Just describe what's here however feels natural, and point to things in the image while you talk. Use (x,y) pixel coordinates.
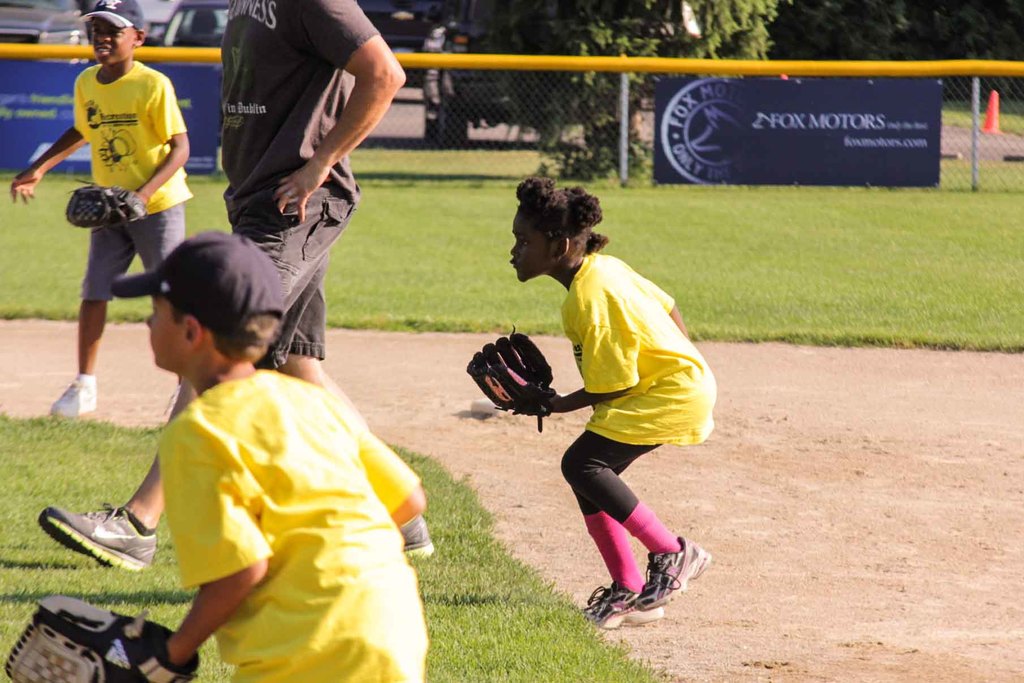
In this image in the front (207,268) there are persons (176,309) playing, there's grass (508,585) on the ground (499,625). In the background (415,58) there is a fence (507,101) and there are boards (662,143) with some text (676,148) written on it, there are vehicles (154,34) and trees (890,40) and there is a stand (994,107) which is red in colour and there is grass (831,217) on the ground (720,191).
